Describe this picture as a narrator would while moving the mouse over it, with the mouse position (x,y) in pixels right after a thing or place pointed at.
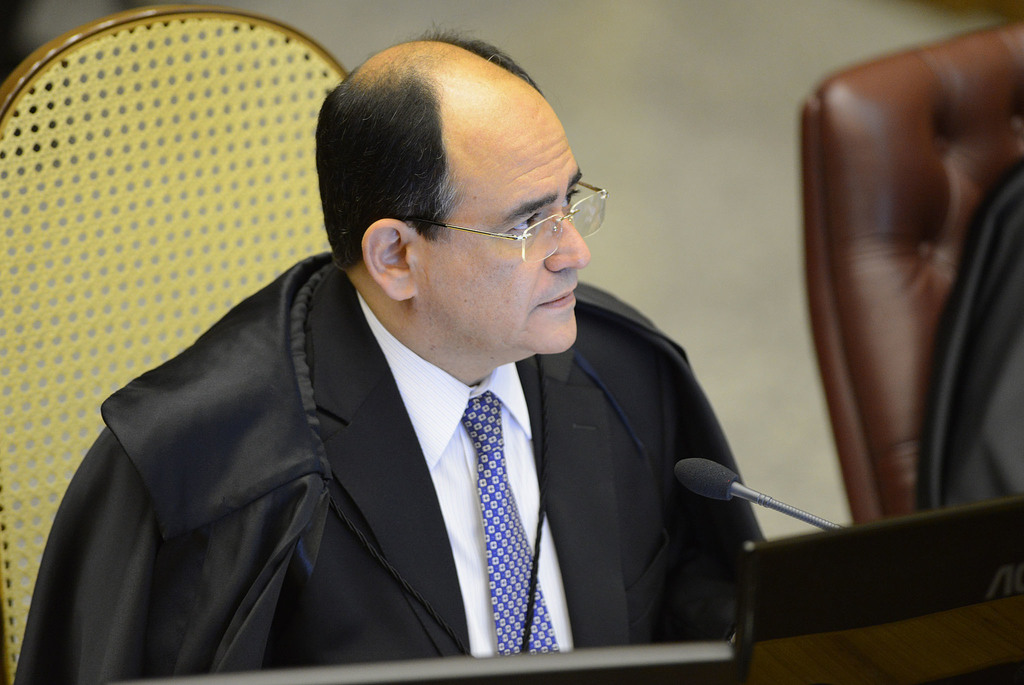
In this image there is a person (336,448) with black suit (395,611) and white shirt (455,481) sitting on a chair (75,416). There is a microphone (722,486) in the image.
